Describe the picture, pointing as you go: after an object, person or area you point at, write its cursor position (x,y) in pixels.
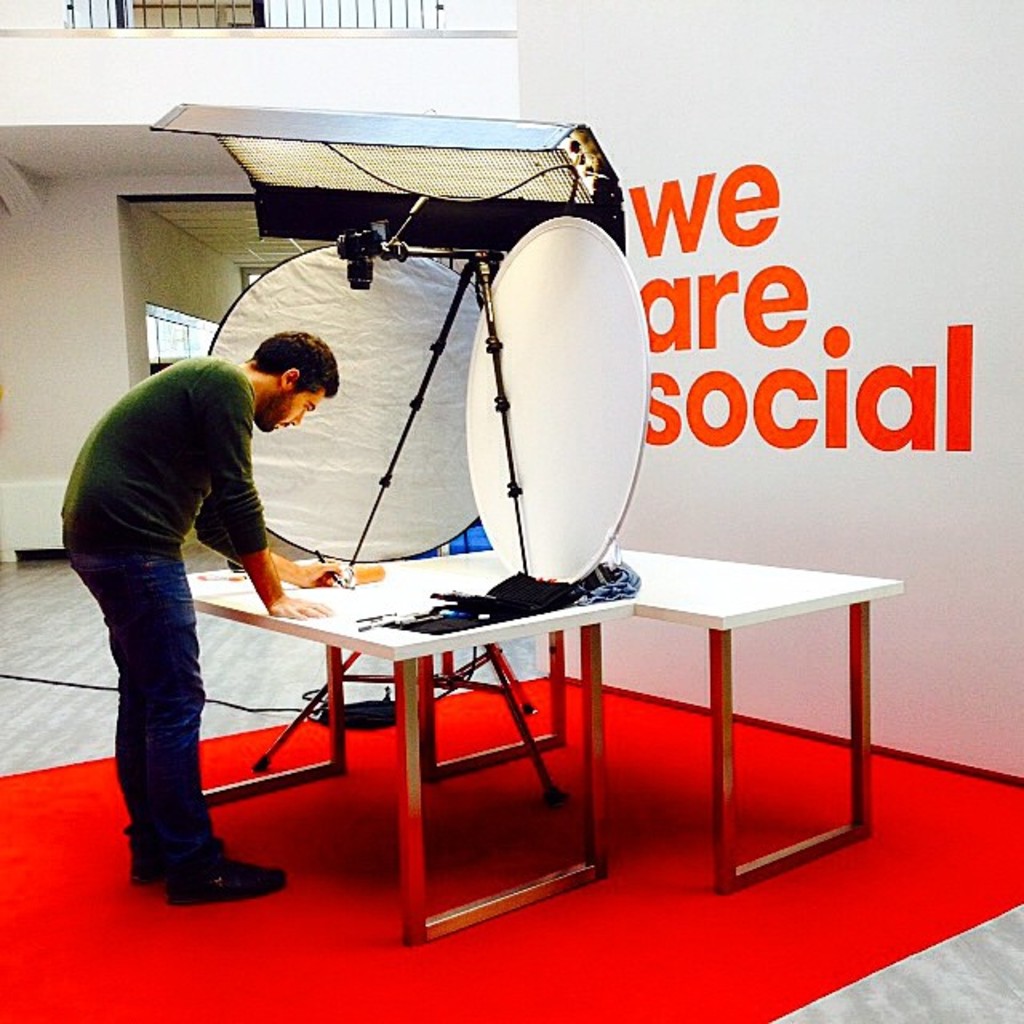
In this image I can see a person (157,416) visible in front of two tables (430,596), on table (340,668) there is a cloth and there is a camera (358,251) and stand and there are some objects (596,383) with circular shape visible, beside the table (700,601) there is the wall (782,237), on the wall (803,359) there is a text (807,388) and at the top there is a fence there is another wall (11,331) on the left side (14,267), there is red color carpet (177,981) on the floor (118,992) in the foreground (146,990).
